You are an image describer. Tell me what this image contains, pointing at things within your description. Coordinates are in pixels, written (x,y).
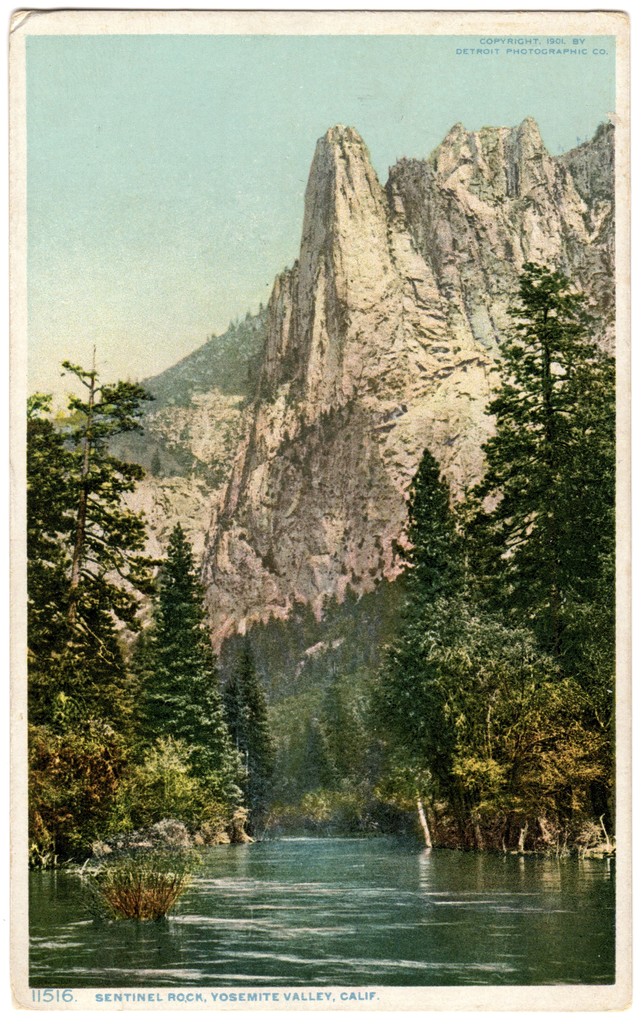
In this picture we can see trees (103,729), water (292,869), mountains (398,229), rocks (235,841) and in the background (170,169) we can see the sky (256,251).
